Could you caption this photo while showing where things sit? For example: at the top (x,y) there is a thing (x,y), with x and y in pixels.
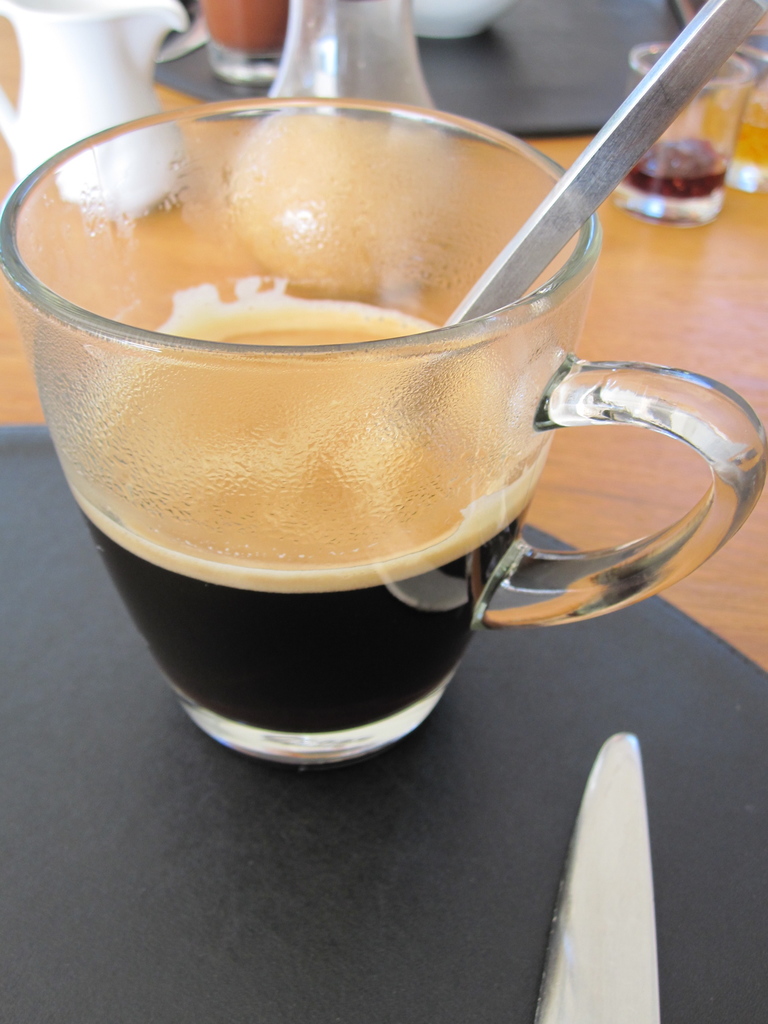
There is a cup (265,419) with a drink (315,440) and stirrer (520,267) on a surface (390,849). In the background (625,194) there are jugs (297,68) and glasses (694,220) on the surface (670,303).
